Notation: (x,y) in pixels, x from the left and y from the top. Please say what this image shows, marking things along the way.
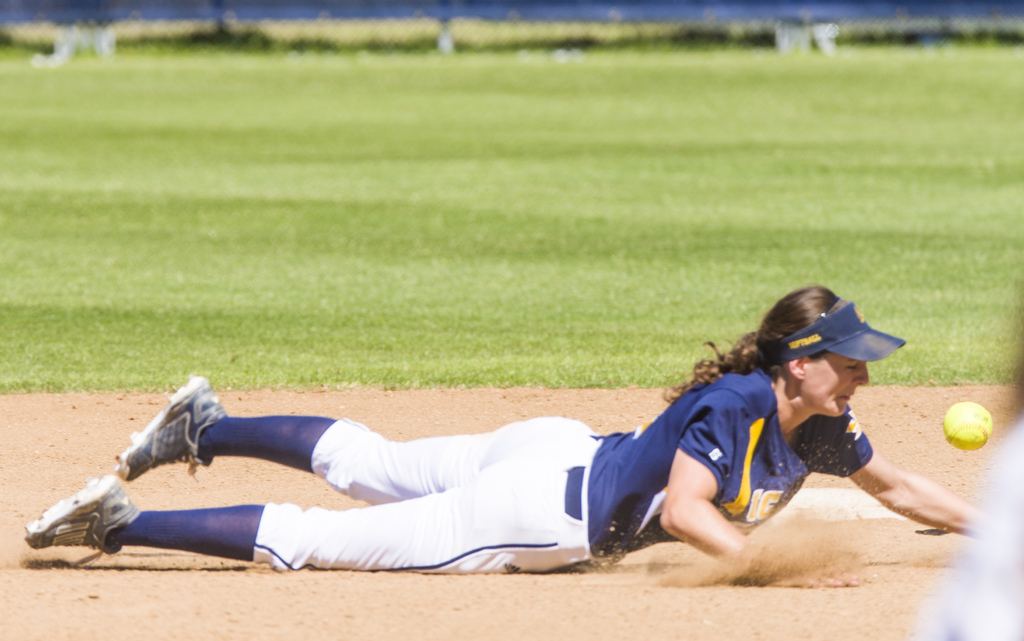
In this image there is a person (771,498) laying on the ground (419,574), there is a ball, and in the background (901,355) there is grass (611,276).
